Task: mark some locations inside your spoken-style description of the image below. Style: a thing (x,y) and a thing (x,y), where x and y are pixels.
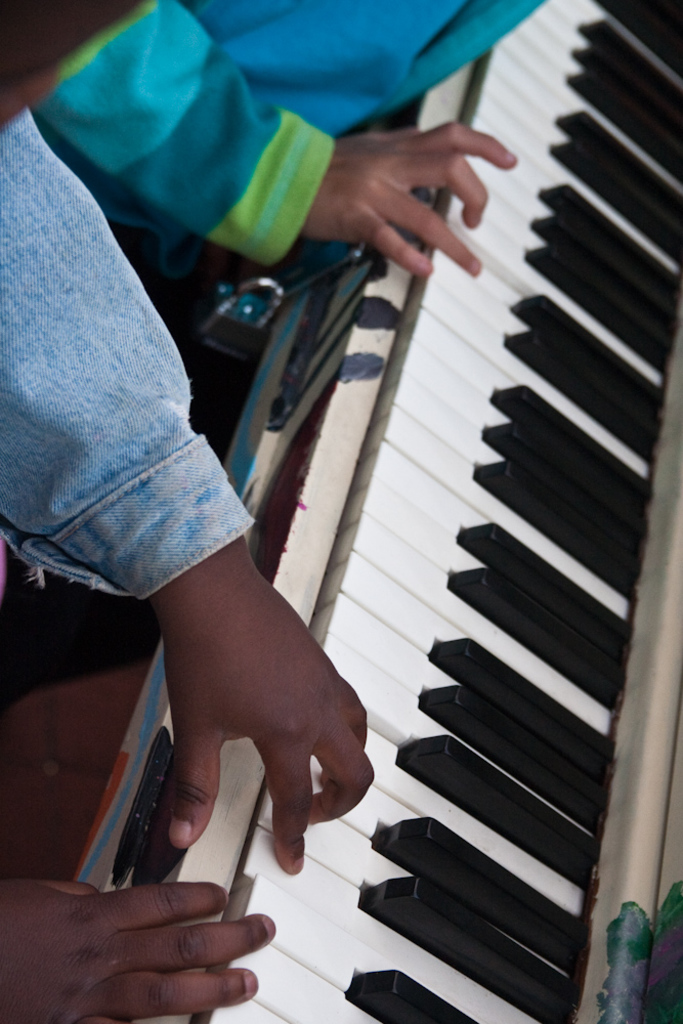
In this image we can see a person (36,939) is playing the piano (394,619), there are black and white keys (549,575) on it.
